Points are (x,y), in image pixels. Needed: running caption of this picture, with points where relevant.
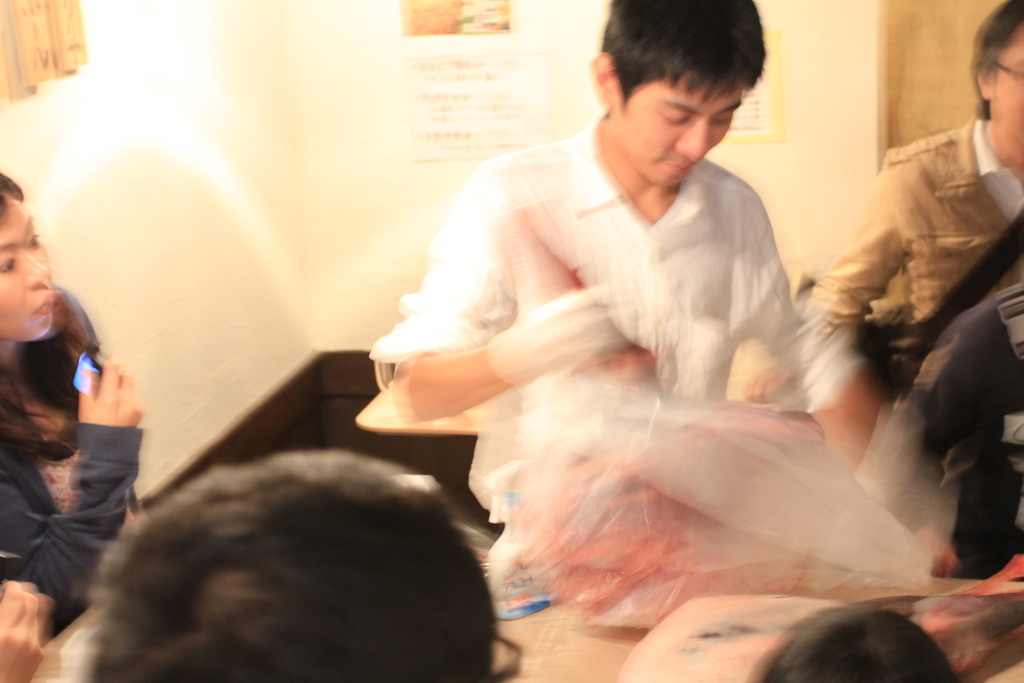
In this image there are a few people (53,493) standing and sitting, one of them is holding a cover (675,443), which is blurred. In the background (419,119) there are a few posters (497,36) attached to the wall (242,211).
